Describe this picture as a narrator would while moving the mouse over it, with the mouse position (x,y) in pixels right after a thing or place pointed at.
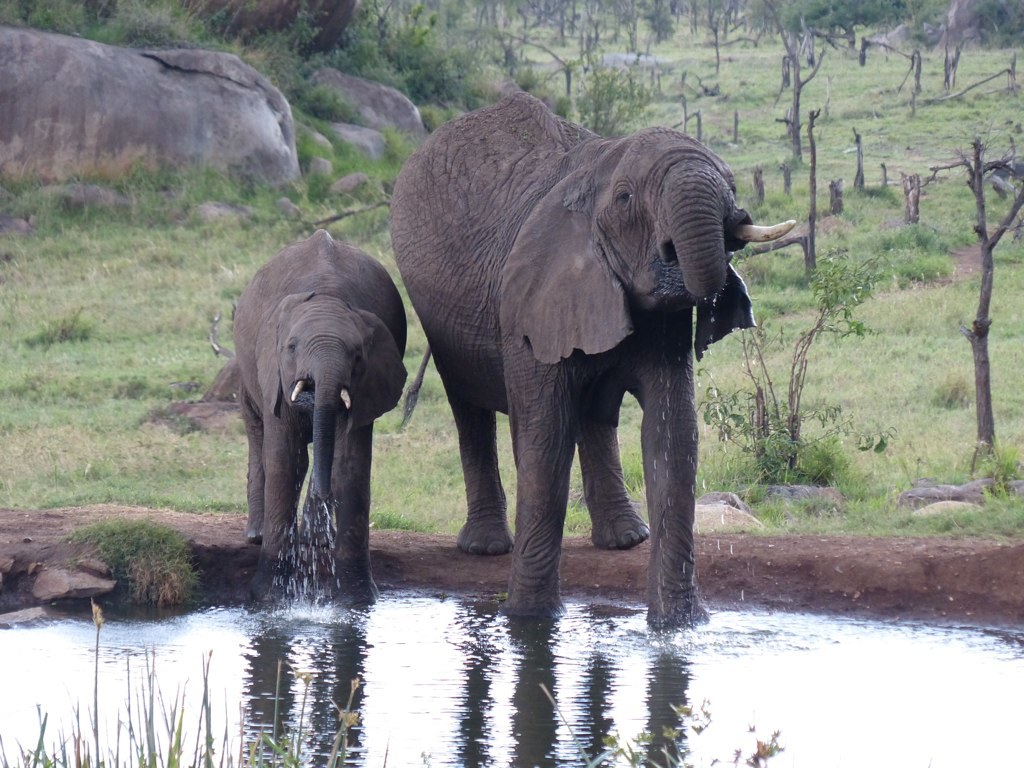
There is a gray color elephant (565,217) standing near the water (523,640) and near a child elephant (357,391) which is spitting water (317,592). In the background (96,317), there is rock (63,121), grass (80,357), there are plants (428,77) and trees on the ground (176,248).
